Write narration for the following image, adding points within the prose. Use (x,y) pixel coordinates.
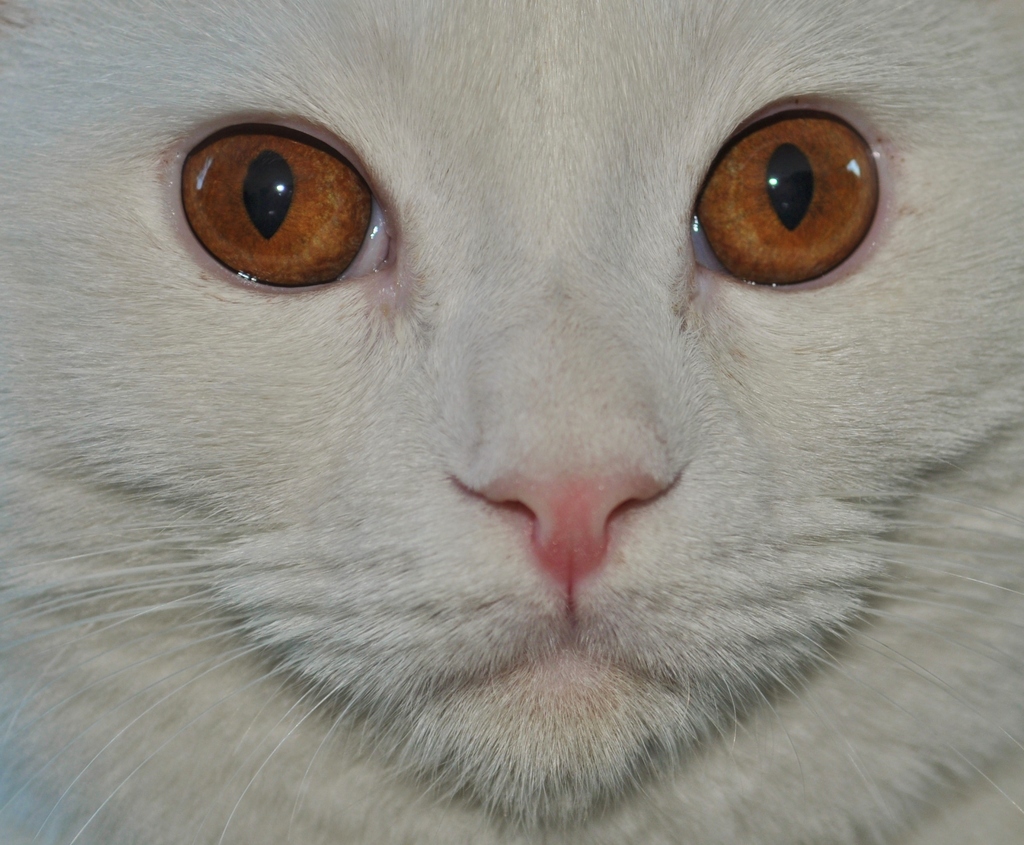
In this image, this looks like a cat (782,582), which is white in color.
